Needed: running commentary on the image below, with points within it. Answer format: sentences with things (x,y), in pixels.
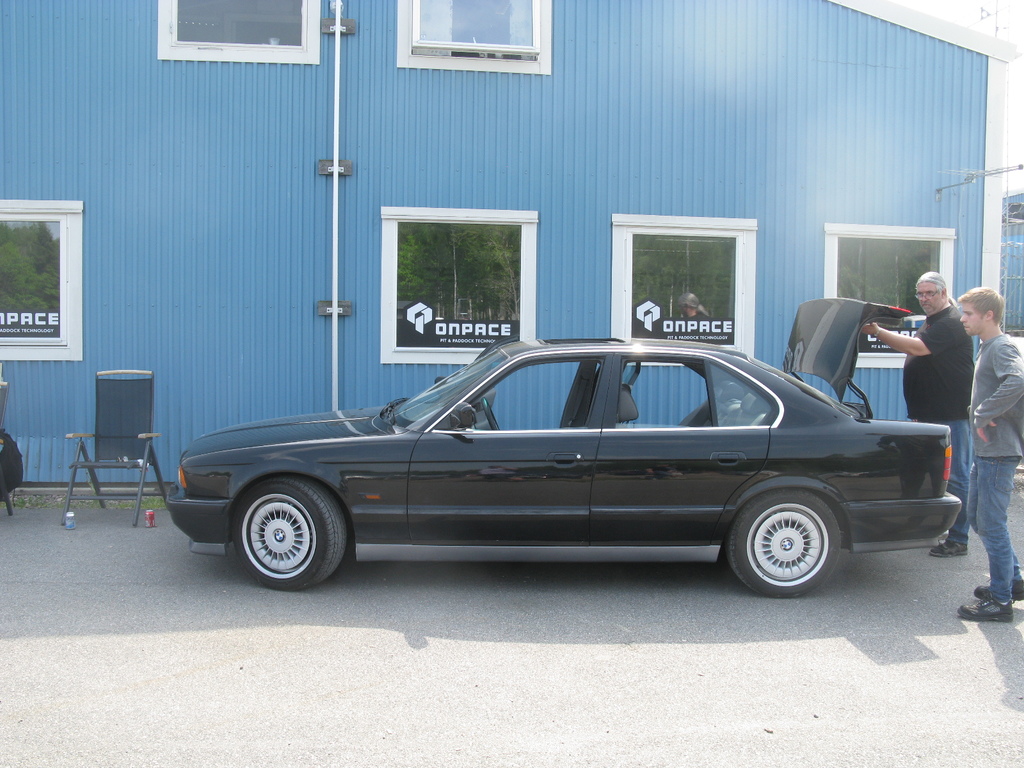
In this image we can see a car (482,431) on the road (550,641). We can also see the tins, chair (137,445) and two men (922,295) standing beside a car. On the backside (561,333) we can see a house (677,221) with the windows (666,312). We can also see the sky (972,25).
